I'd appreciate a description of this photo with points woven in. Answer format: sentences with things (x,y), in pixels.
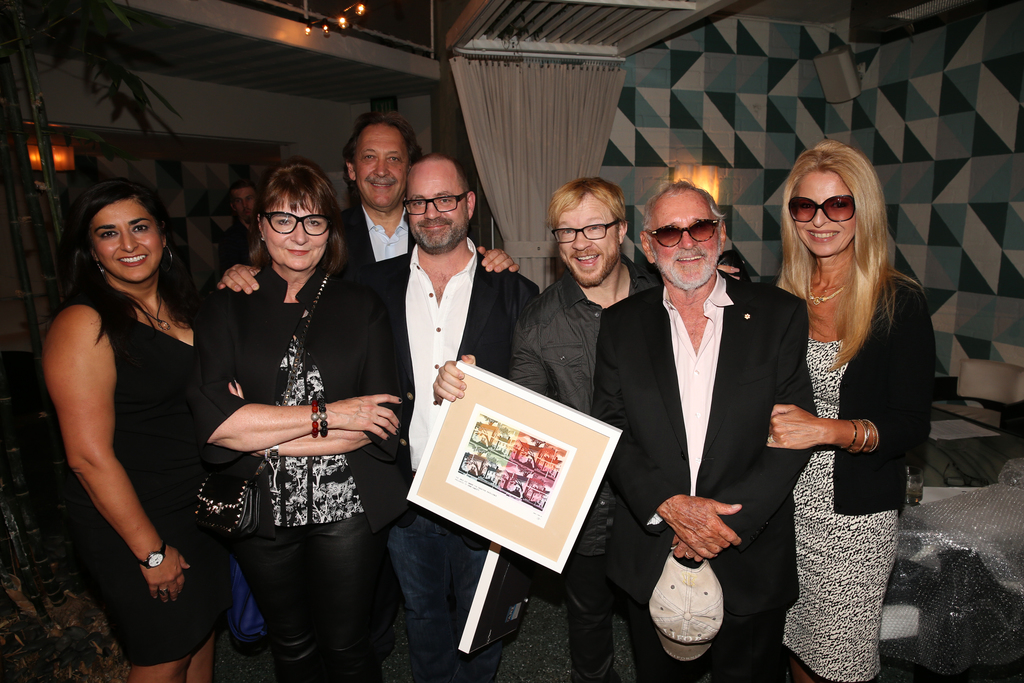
In this image, we can see people (204,319) standing and some are wearing glasses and one of them is holding a board (518,486) and we can see a person (649,577) holding a cap (669,590). In the background (160,100), there are trees (146,94), lights (342,29), a curtain (479,97) and there is a wall (914,128).
